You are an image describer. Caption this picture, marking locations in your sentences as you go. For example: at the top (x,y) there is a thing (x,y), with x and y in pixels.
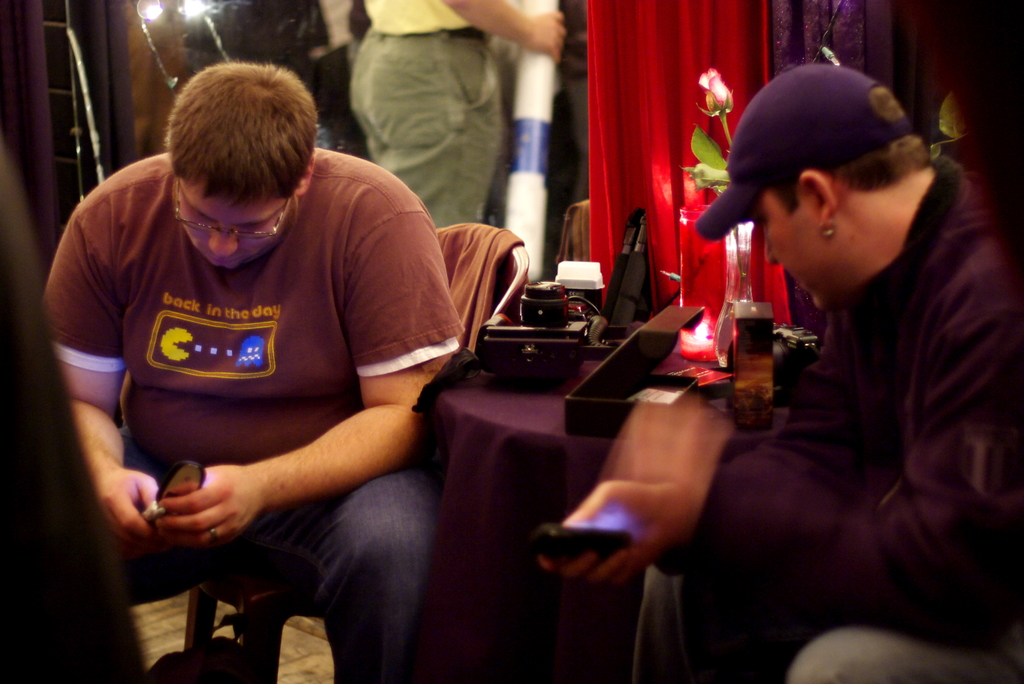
In this picture we can see two men (361,409) holding mobiles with their hands (215,510). In the background (380,19) we can see a person (460,137), clothes (675,86), flowers vase (709,171), chair (476,277), box (667,351) and some objects (516,328).
